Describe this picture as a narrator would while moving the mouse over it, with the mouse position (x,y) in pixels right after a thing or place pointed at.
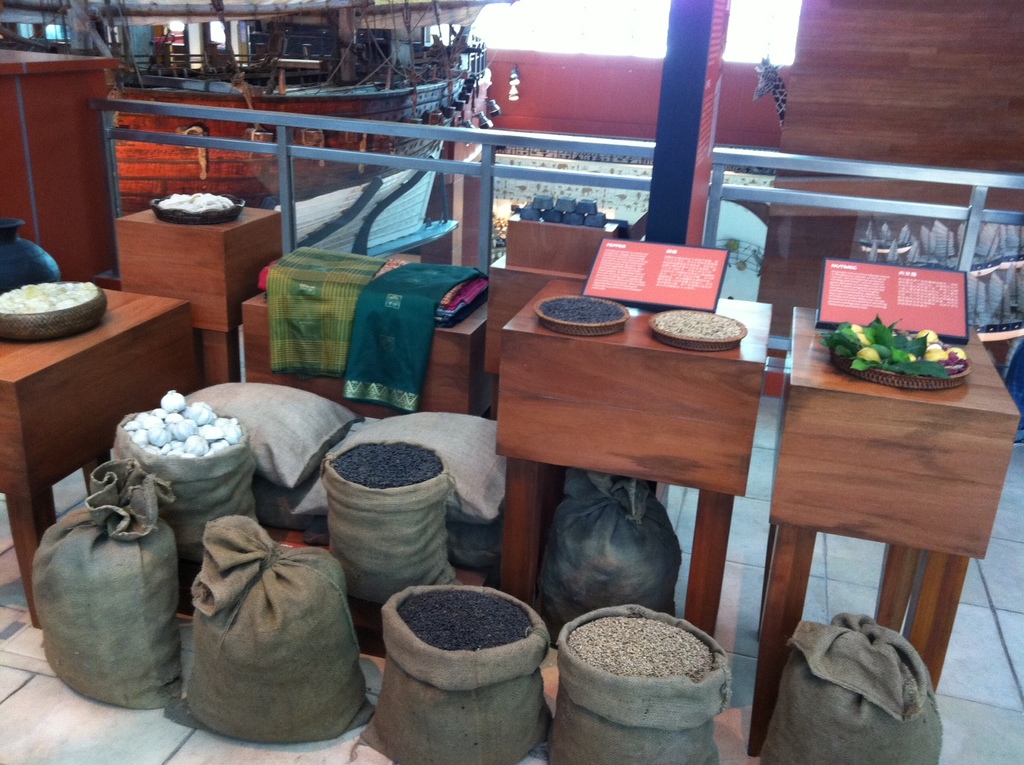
In this image there are bags (461,551) of grains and garlic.
